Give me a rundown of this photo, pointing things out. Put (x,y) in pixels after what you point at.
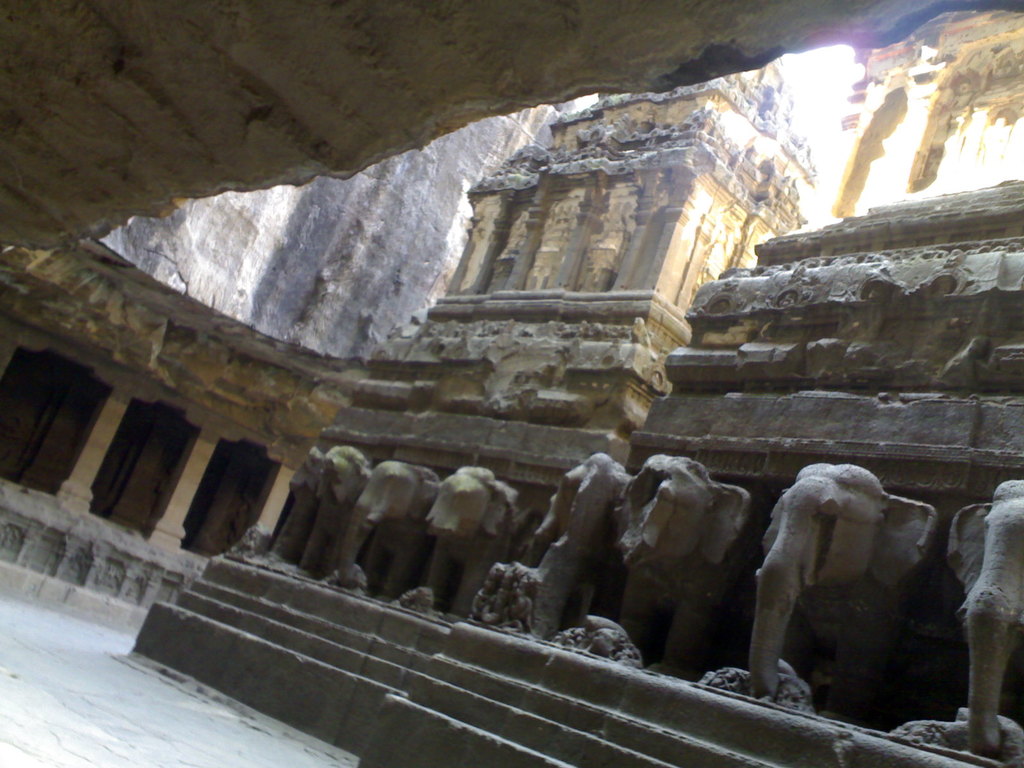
In this image I can see number of elephant sculptures (579,506) in the front (388,539). In the background (451,340) I can see inside view of a building (138,456).
